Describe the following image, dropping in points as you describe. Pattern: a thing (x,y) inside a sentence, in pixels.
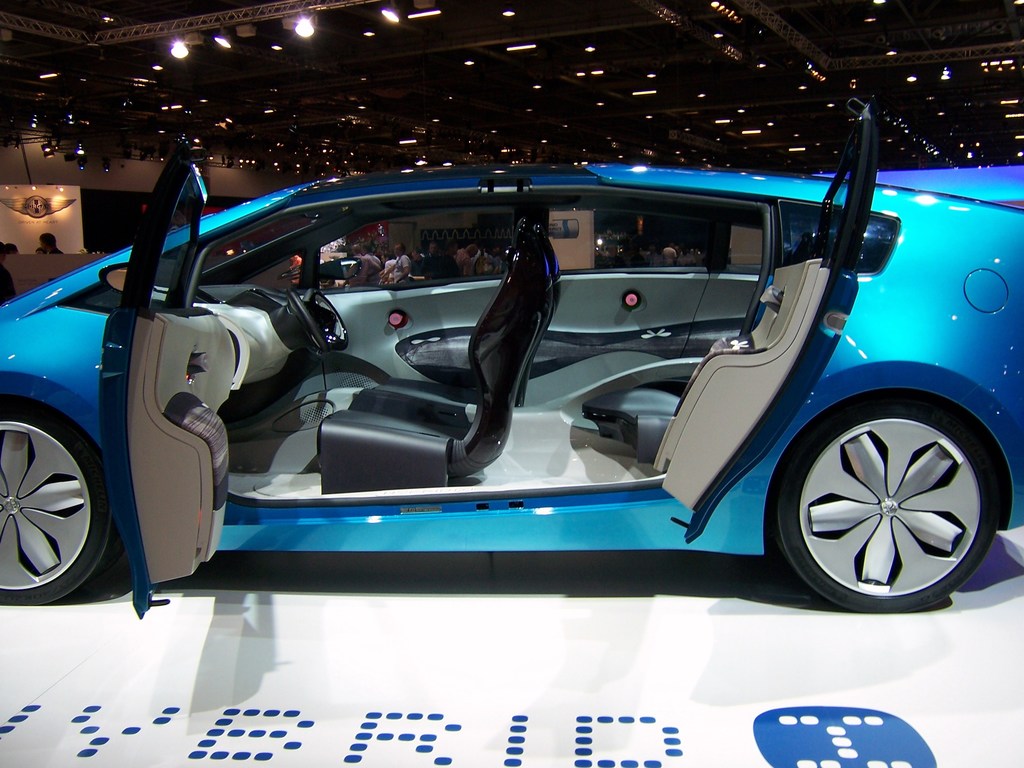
In this image a blue colour car (628,538) on the floor (669,627). Behind the car (265,292) there are few persons (363,266). Top of image (75,120) there are few lights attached to the roof (307,116). Left side (56,218) there is a banner (48,198), before it there are few persons (7,276).
